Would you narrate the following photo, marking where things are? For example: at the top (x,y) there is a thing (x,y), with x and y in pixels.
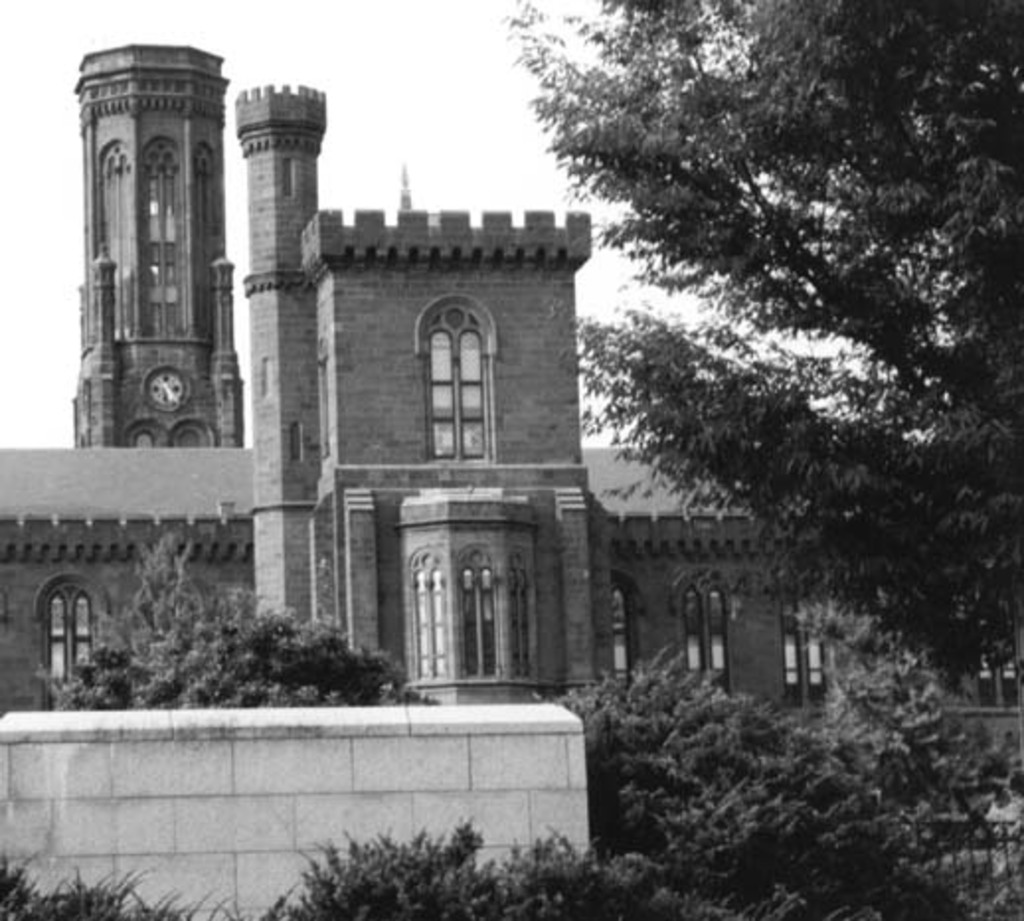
It looks like a black and white picture. We can see a building (341,479) and in front of the building (575,528) there are trees (831,747) and behind the building (342,386) there is a sky (332,136).
